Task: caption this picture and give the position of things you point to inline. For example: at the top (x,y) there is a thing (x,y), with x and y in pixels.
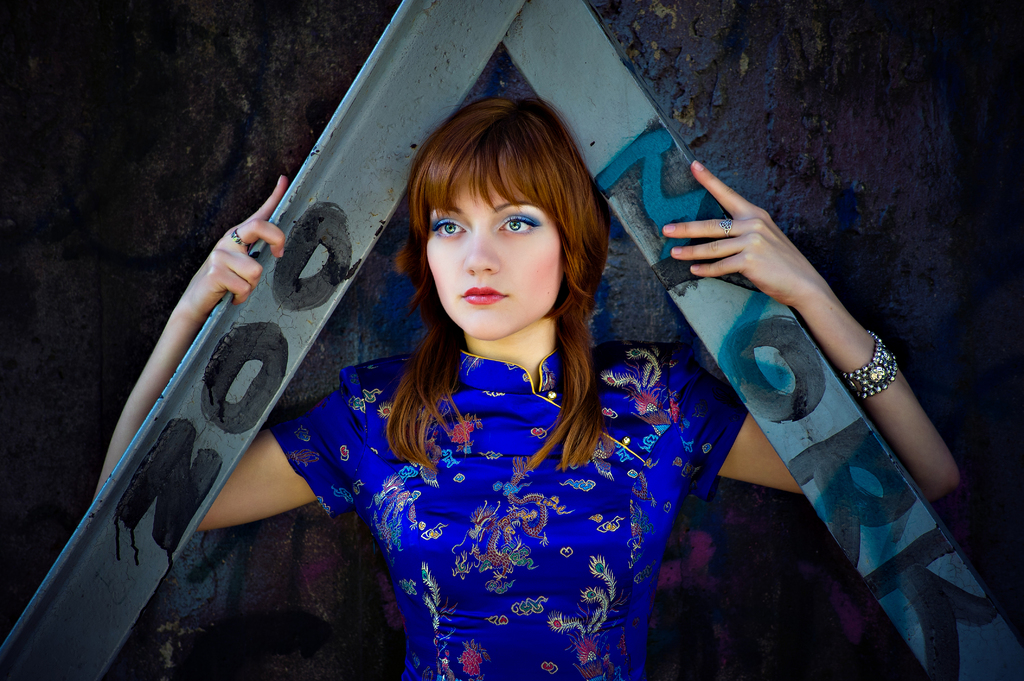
In this image there is a woman (484,473) standing. She is holding metal rods (469,56) in her hands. There is text (323,210) on the rods (718,301). In the background (762,102) there is a wall (739,113).
